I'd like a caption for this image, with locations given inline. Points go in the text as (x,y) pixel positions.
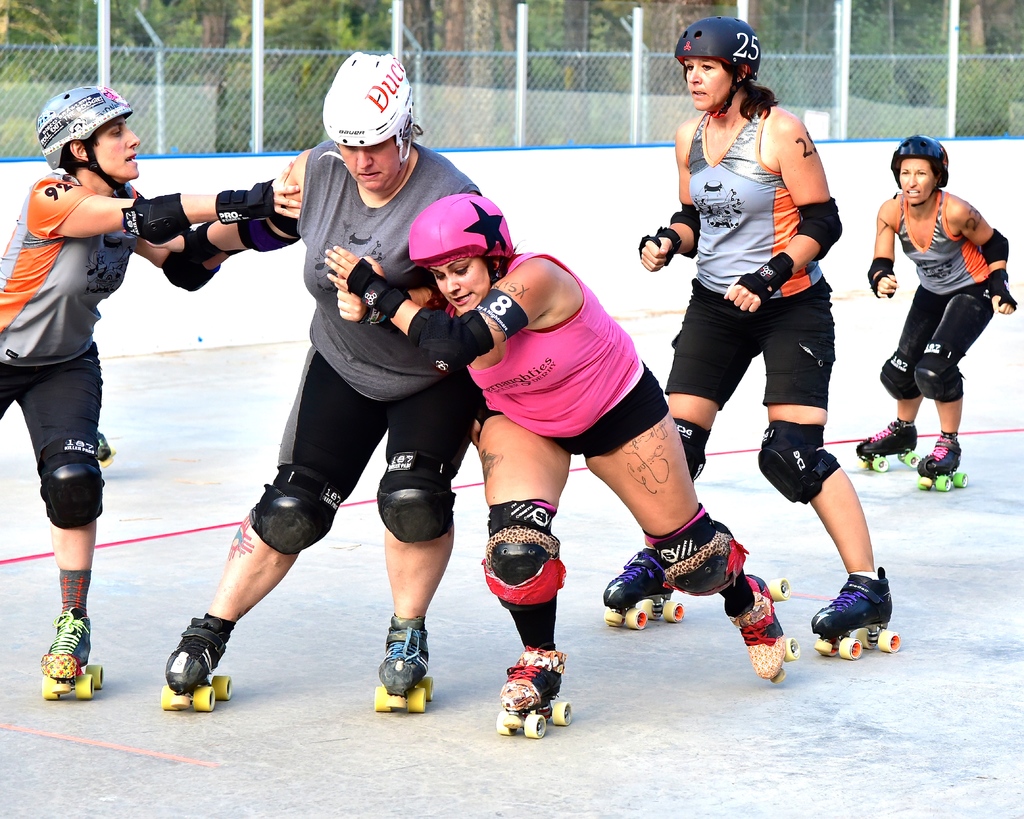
In this image, we can see people (718,385) wearing roller skates (641,586) and in the background (502,100), there are trees (314,19) and we can see a fence (572,64). At the bottom (719,728), there is ground (698,705).
